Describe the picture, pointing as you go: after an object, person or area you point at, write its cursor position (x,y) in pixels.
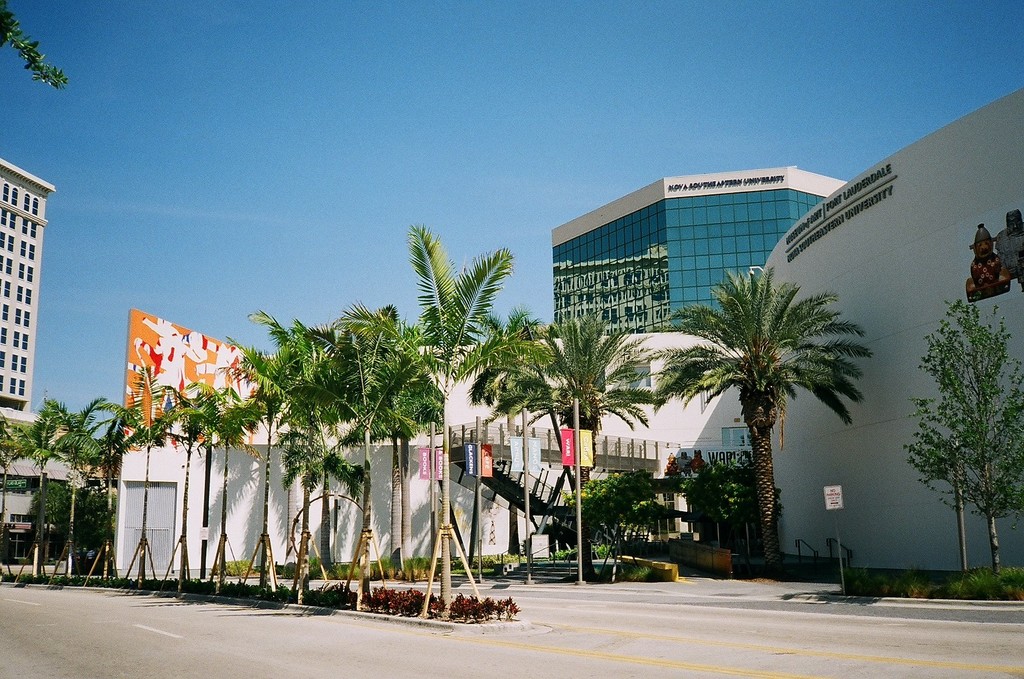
In this image I can see few trees (767,331) in green color and I can also see few banners (585,468) attached to the poles (478,518). In the background (637,214) I can see few buildings (353,514) and the sky (324,96) is in blue color.
